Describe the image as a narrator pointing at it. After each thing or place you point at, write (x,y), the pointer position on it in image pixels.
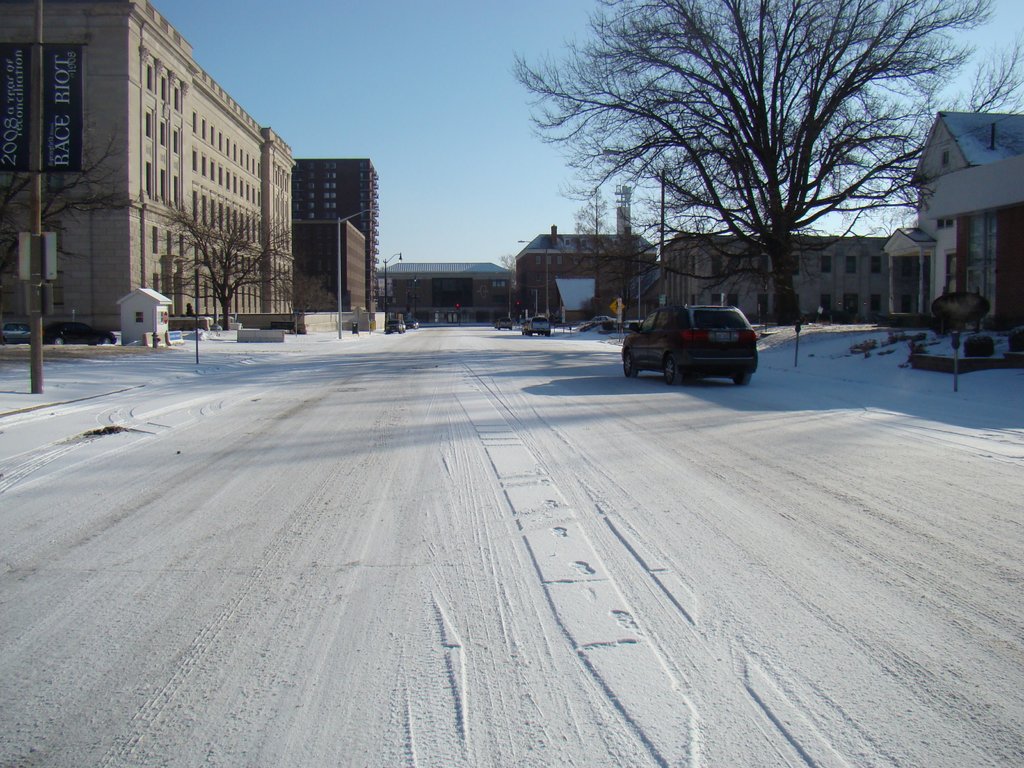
In the picture I can see the road (610,418) covered with snow (595,545), I can see vehicles (509,322) moving on the road (597,351), I can see dry trees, buildings (356,264) on either side of the image, I can see poles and the sky (357,94) in the background (400,139).
